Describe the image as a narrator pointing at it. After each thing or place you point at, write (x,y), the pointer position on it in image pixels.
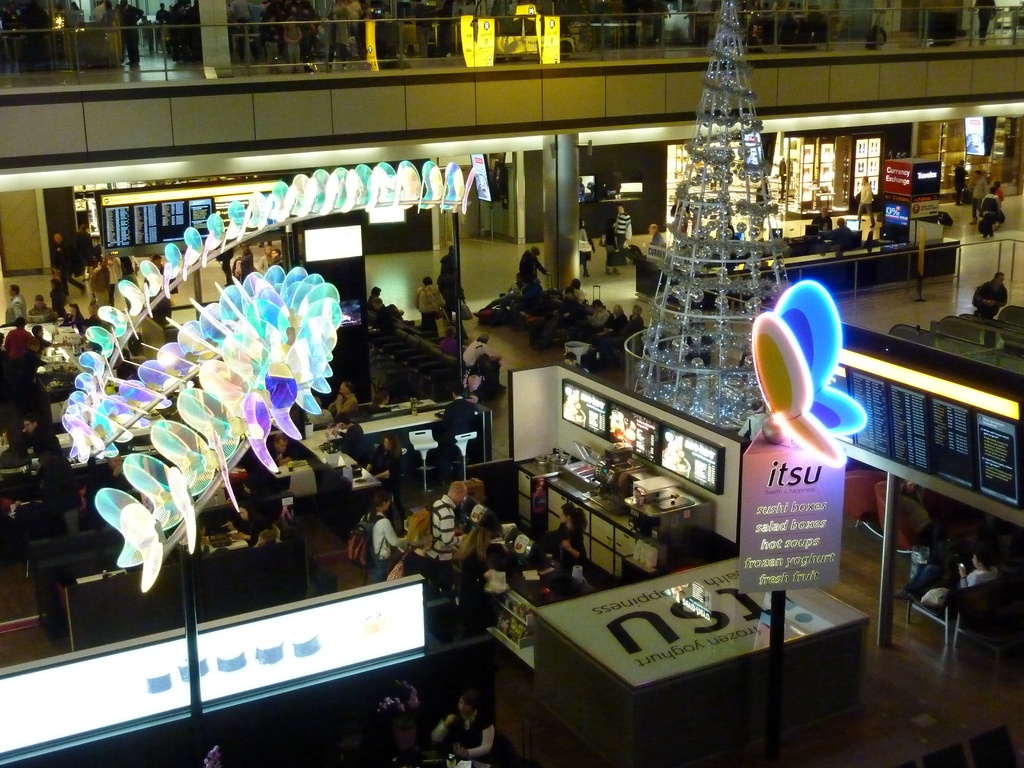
It is looking like an inside view of a mall (376,726). On the ground (528,685), I can see many people (467,576) and tables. On the right side (775,634), I can see a pole (779,607) to which a board (804,548) is attached. On the board (794,502) I can see some text (787,560). At the back of this there is a stand (702,287) which is looking like a xmas tree (700,266). On the left side (89,357) there are some lights (190,354). At the top of the image (231,53) there is a railing (163,42). At the back of it I can see many people (106,14) on the floor (141,62).
